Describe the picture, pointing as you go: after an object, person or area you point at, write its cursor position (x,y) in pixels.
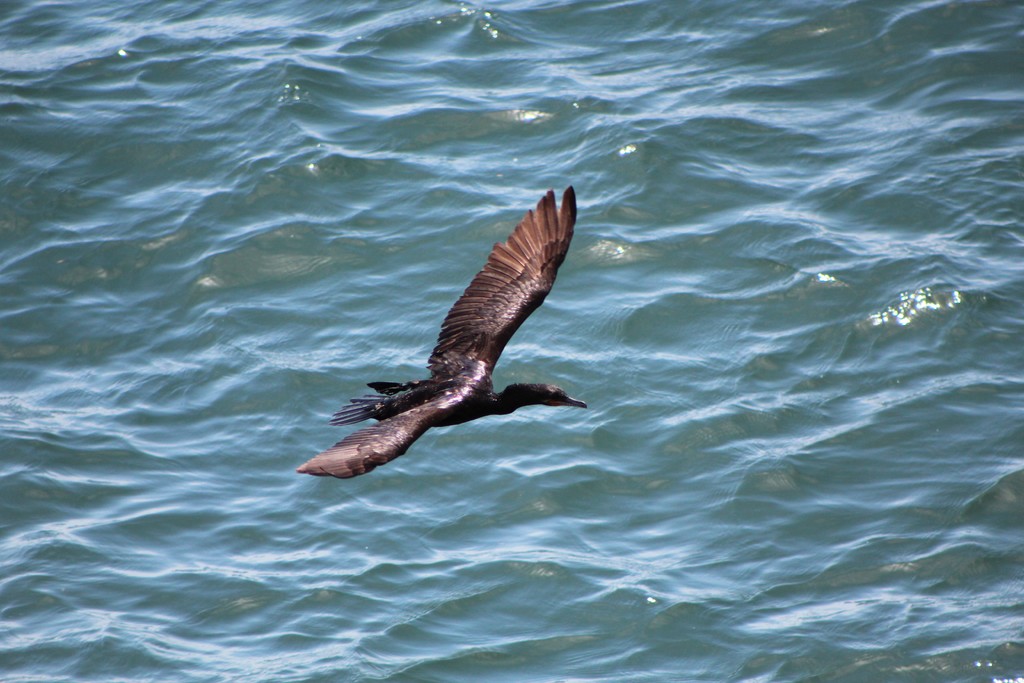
In this image we can see a bird (462,386) is flying. We can see water (219,459) in the background (300,598).
